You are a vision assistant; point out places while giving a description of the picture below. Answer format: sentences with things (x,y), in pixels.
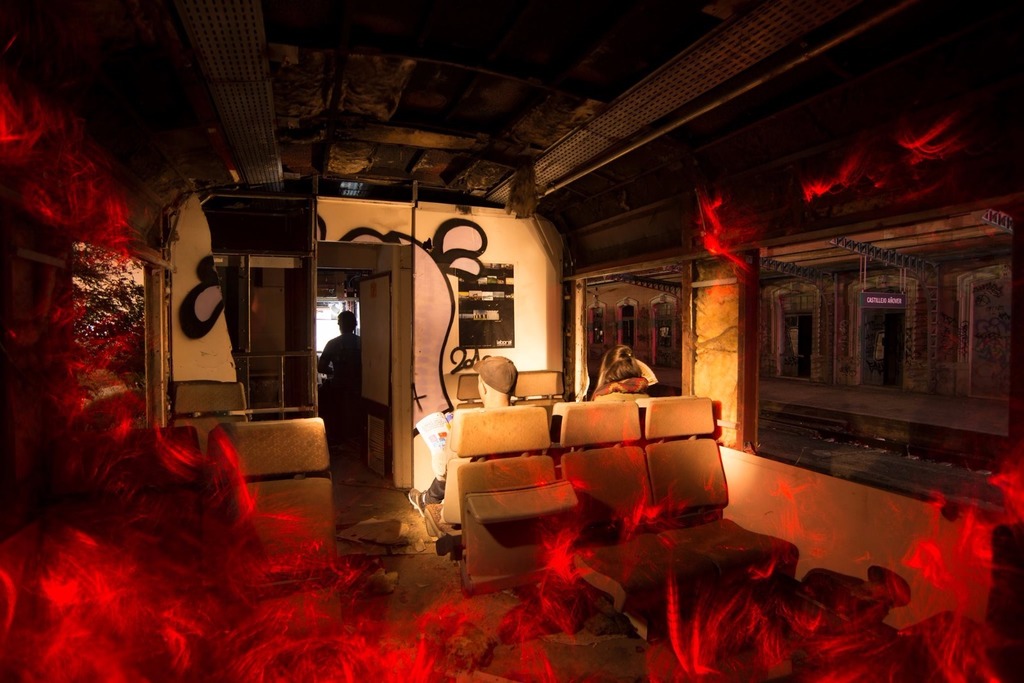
This is an edited picture. I can see two persons (489,369) sitting on the seats (532,501), there is a person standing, there are windows (751,363) and there is a platform (945,392).
